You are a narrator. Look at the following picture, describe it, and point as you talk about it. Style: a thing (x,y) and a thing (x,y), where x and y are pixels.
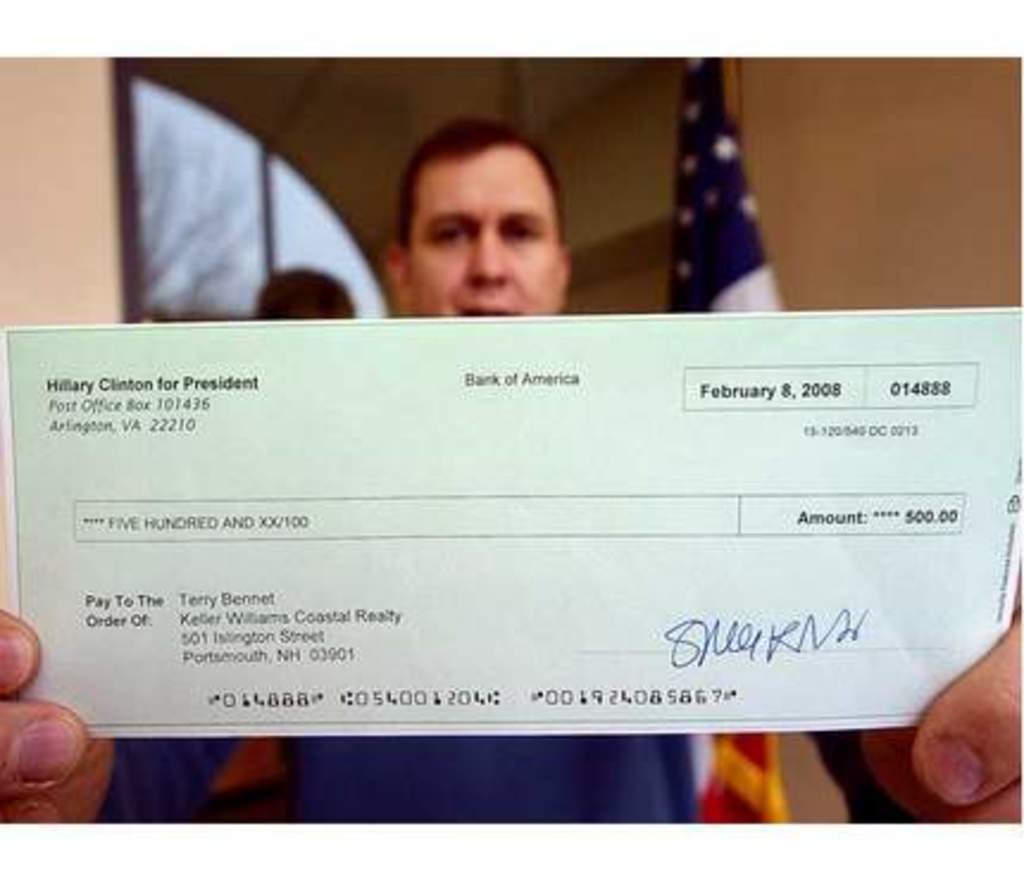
In this image I can see a man (431,200) is standing and I can see he is holding a cheque paper (223,365). I can also see something is written on the cheque paper (443,543). Behind the man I can see a flag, a window (273,234) and I can also see this image is little bit blurry in the background (599,258).
